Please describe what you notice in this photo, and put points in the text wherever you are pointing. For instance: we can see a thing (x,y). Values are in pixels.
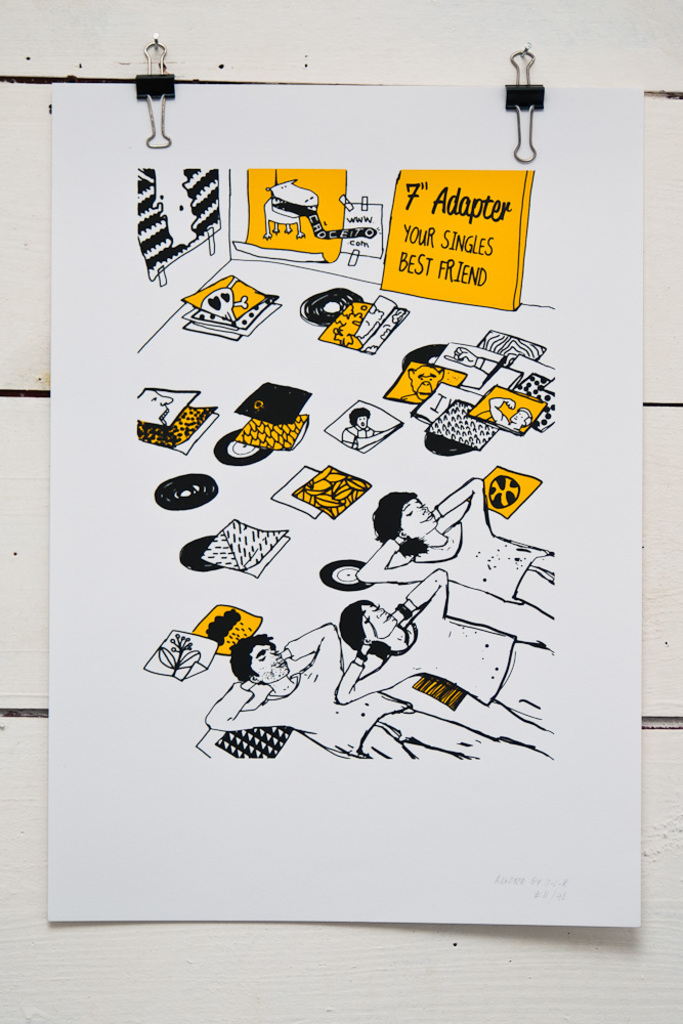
In this image, we can see a poster (302,556) with clips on the white wall (503,972). In this poster (278,147), we can see few images (198,430), people (429,655), figures (405,676).
